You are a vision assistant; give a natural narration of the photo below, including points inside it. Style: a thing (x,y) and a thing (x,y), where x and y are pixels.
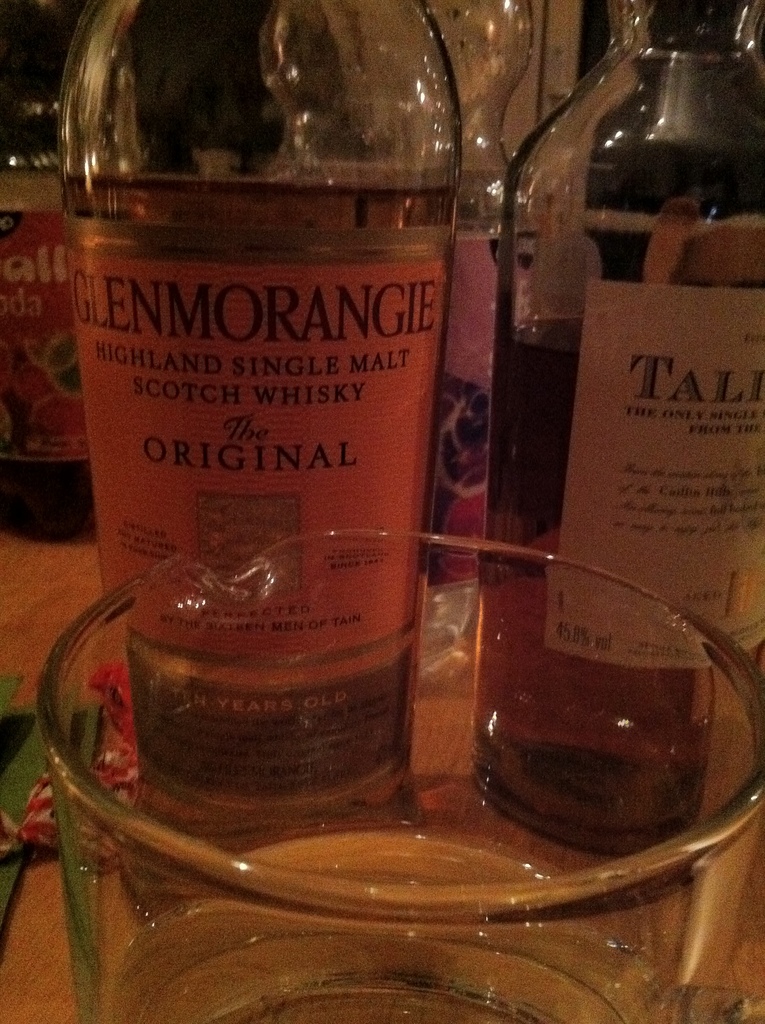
In this image there are bottles (313,188) with different labels (597,532) and there is a glass (506,943).
